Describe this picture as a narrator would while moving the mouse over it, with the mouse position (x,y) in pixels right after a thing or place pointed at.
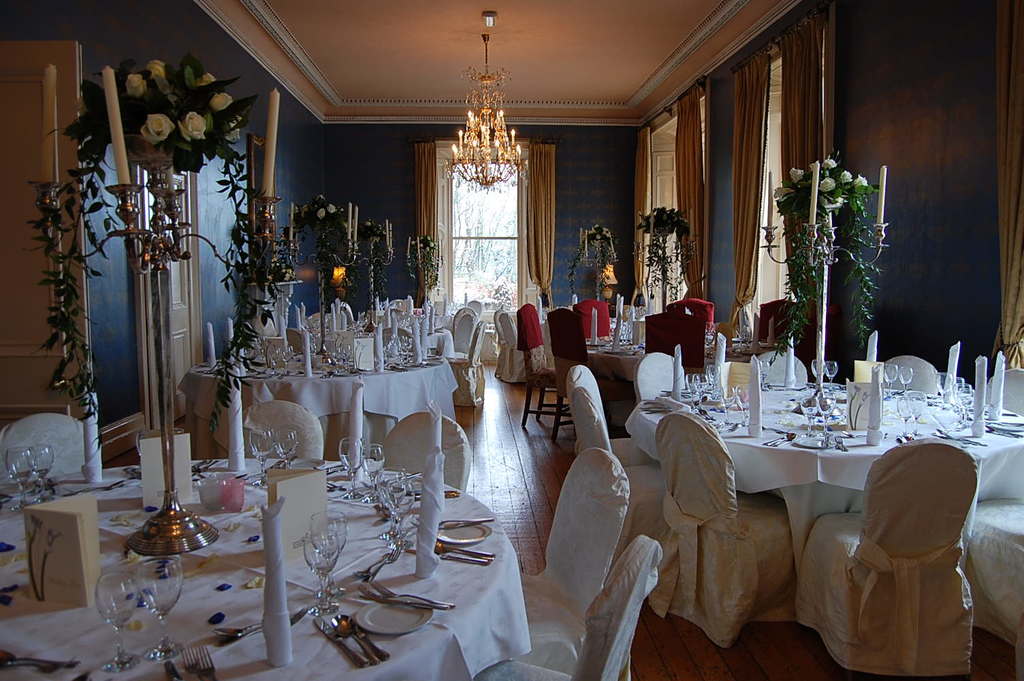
In the image there are tables (414,639) with plates (397,617), glasses (408,474), spoons (366,638), forks (406,601), stand (155,529) with candles (116,99) and flower bouquets (216,116), cards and some other things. And also there are chairs (572,385). In the background (617,187) there is a wall (584,207) with windows (456,208), curtains (429,193) and doors (42,126). At the top of the image (484,138) there is a chandelier (488,67).
